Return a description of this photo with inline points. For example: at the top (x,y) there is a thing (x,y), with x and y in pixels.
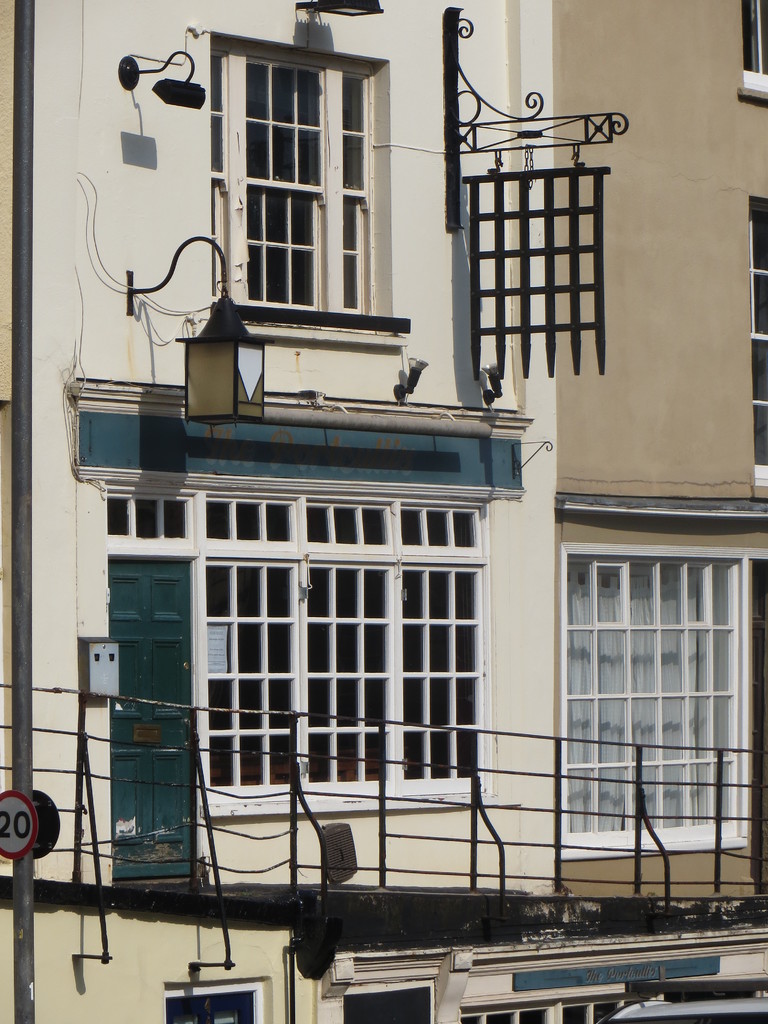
In this image I can see the railing (109,842). In the background (366,293) I can see the building (469,222) in cream color, few windows (473,554) and the light (246,407) attached to the building (63,311).
